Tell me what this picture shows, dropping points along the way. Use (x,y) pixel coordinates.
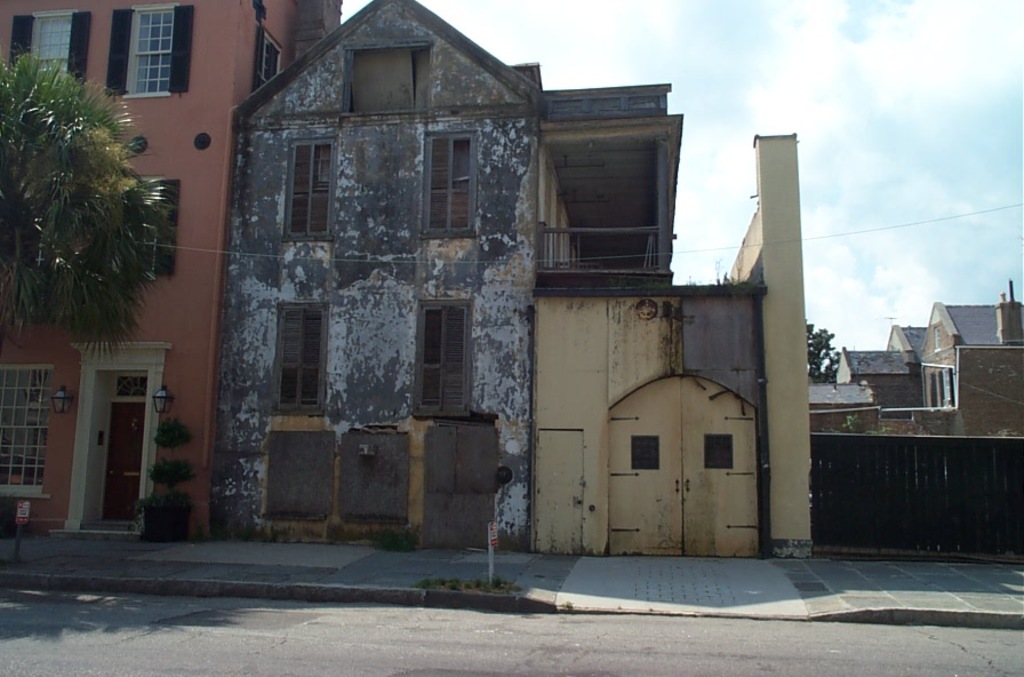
In this picture there are buildings (552,315) and trees (25,223). In the foreground (544,496) there are doors (138,422) and there is a plant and there are lights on the wall (189,358) and there are poles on the footpath (347,577). On the right side of the image (983,523) there is a wooden railing (889,509). At the top (733,102) there is sky (729,79) and there are clouds (776,79). At the bottom (470,645) there is a road (435,645).
